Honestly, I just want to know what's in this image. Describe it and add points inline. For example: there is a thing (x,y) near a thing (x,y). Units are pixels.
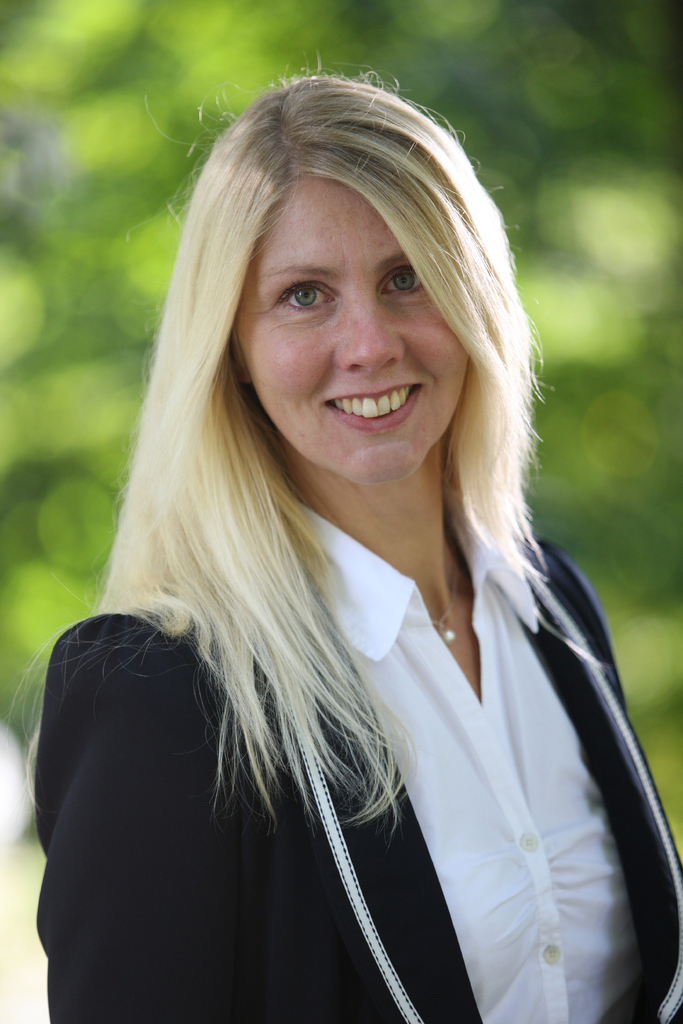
In this image, I can see a woman (365,839) smiling. There is a blurred background (76,457).
